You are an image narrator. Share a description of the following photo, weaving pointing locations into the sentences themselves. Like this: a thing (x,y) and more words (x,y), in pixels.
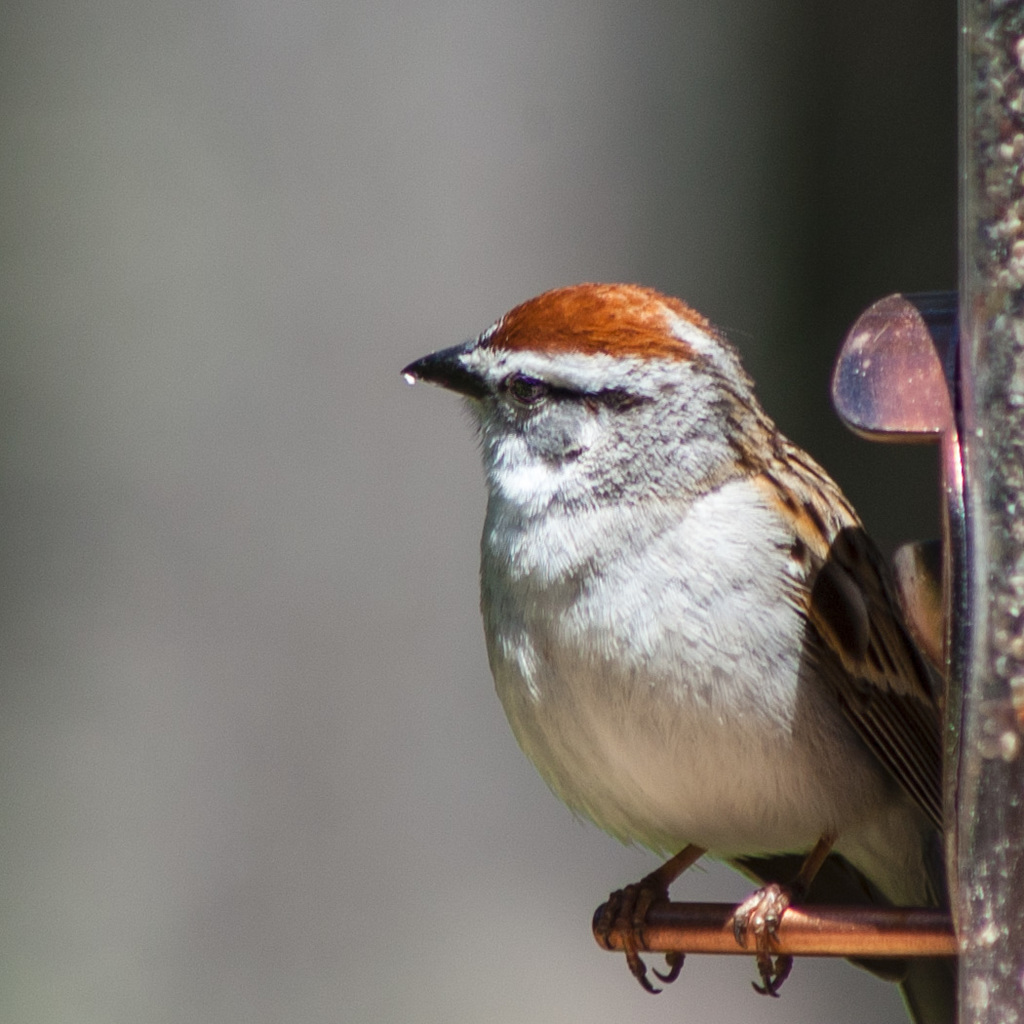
In this picture, we can see a bird (769,934) is standing on an object (852,936) and there is a blurred background (832,258).
